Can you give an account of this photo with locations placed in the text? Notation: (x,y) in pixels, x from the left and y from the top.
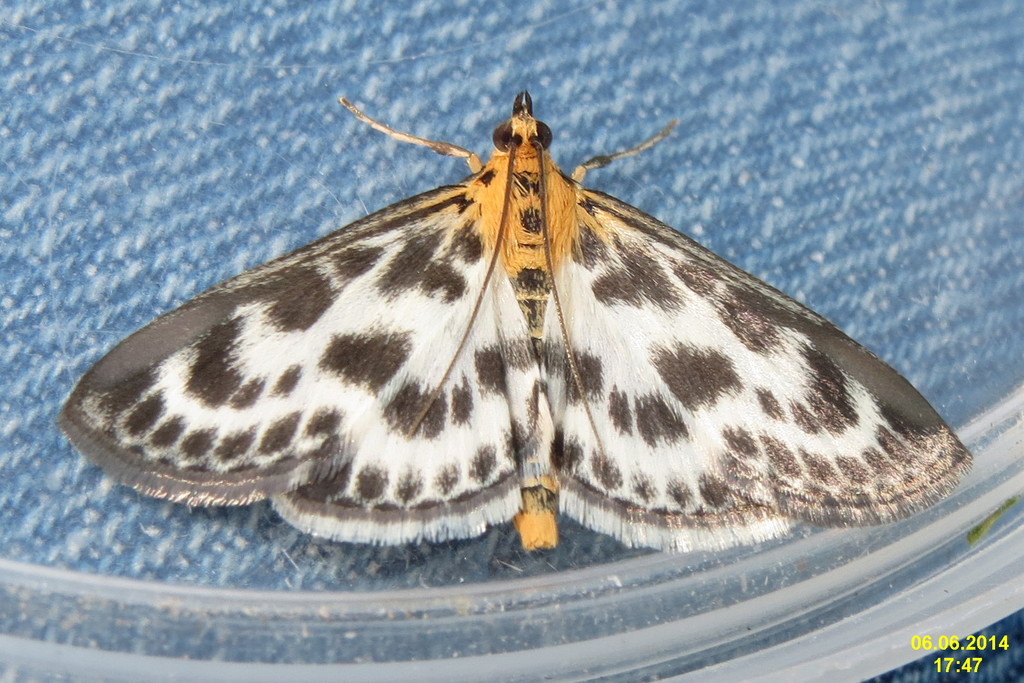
In this picture I can see a moth (582,326) in the middle (628,332), there are numbers (942,660) in the bottom right hand side (967,648).
